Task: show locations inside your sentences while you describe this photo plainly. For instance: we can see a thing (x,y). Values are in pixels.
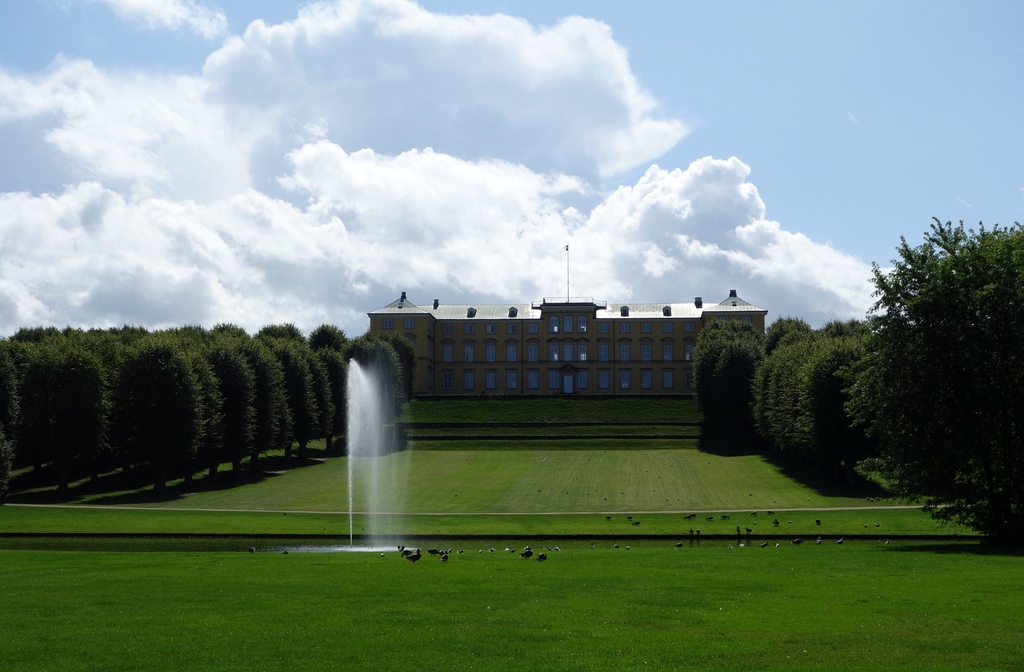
In this image we can see a building (540,378). There are many trees (101,410) in the image. There is a grassy land (696,655) in the image. There is a fountain (388,512) in the image. We can see the water (366,479) in the image. There are many birds (488,546) in the image. We can see the clouds (471,194) in the sky (471,194).
